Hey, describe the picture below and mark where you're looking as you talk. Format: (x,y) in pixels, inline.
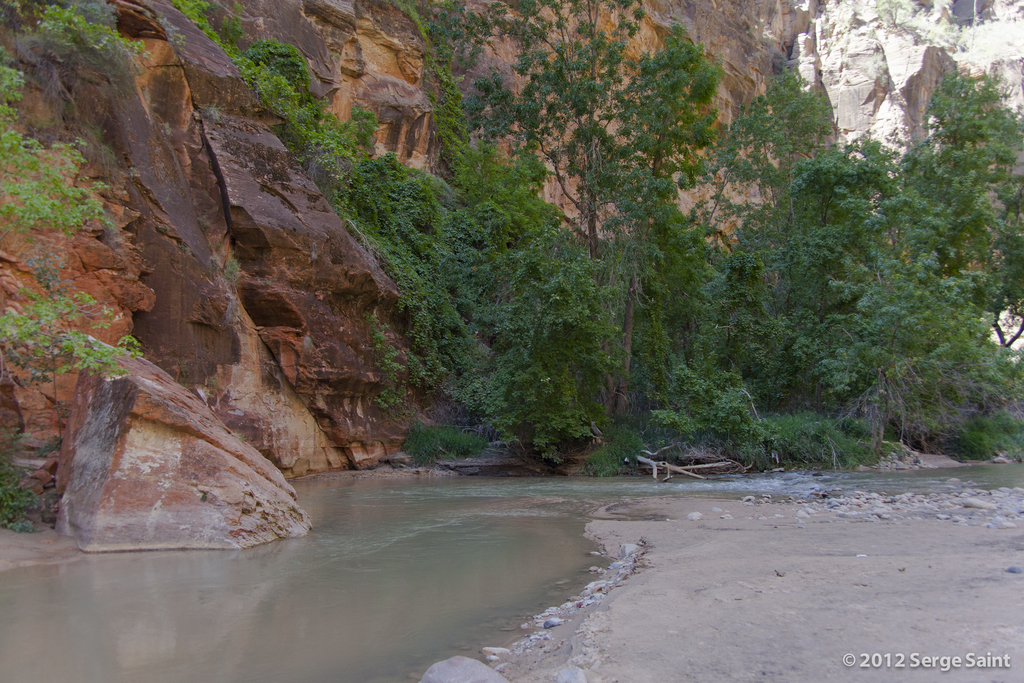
In this image we can see hills (267,217), trees (675,274), stones (472,674), water (715,492) and sand (830,573).
